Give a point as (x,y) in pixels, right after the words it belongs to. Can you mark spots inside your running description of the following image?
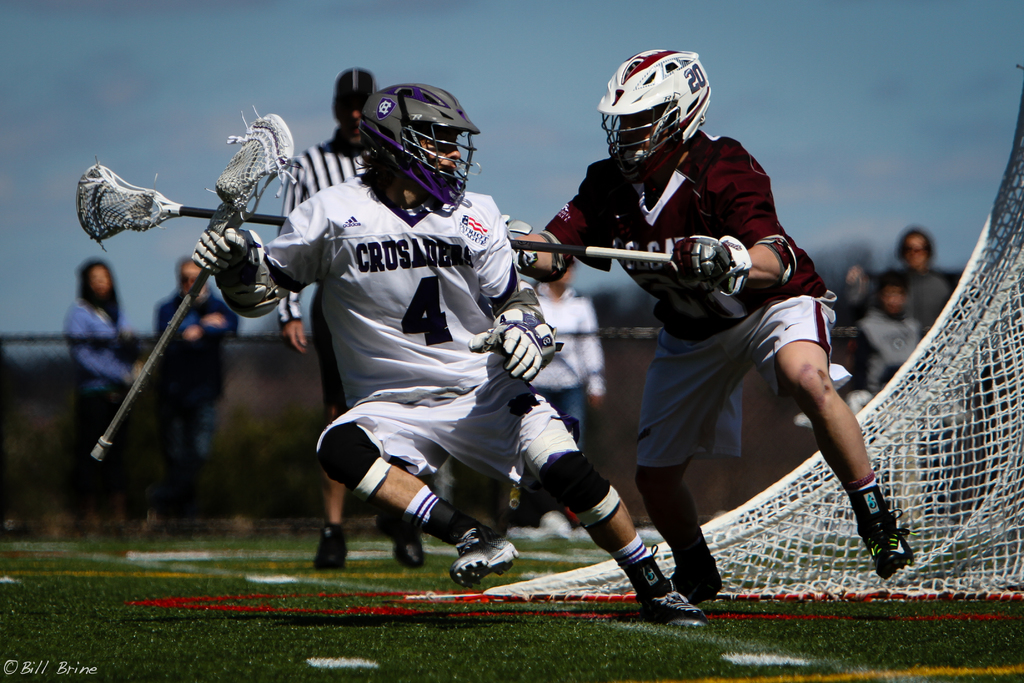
In this picture i can see people (562,232) among them two person (667,217) in the front of the image (642,200) are wearing helmets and holding some objects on their hands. On the right side (990,380) i can see white color net (963,391). In the background (578,388) i can see sky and people (578,388) are standing.
